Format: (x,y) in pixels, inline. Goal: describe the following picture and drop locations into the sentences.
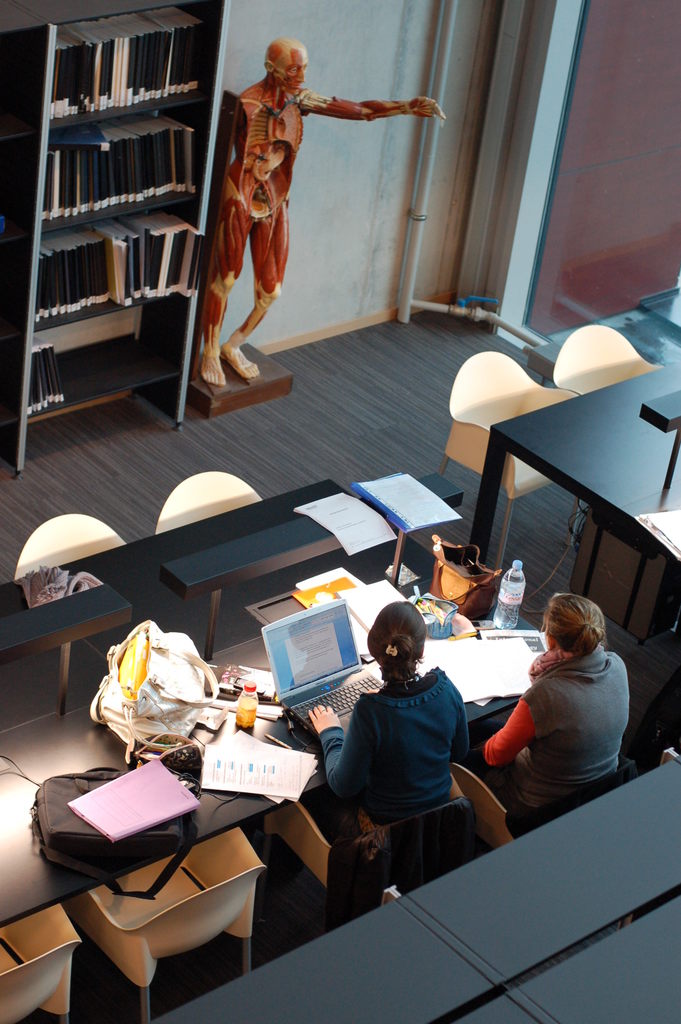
At the bottom (515,796) 2 persons (424,800) are sitting and looking into the laptop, in the middle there is a human shape doll (271,170).
